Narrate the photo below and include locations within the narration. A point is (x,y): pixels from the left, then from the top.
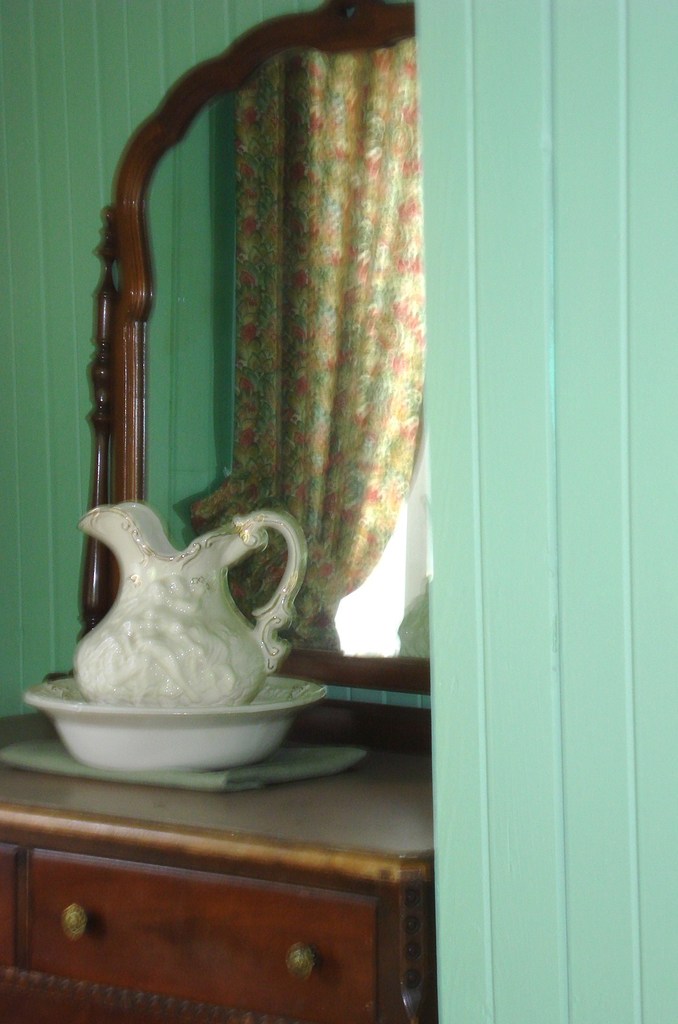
In this image we can see a jar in a bowl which is placed on a cupboard (233,850). We can also see a mirror (325,618) and the walls (640,690). We can also see a curtain (357,464) from a mirror (346,495).
